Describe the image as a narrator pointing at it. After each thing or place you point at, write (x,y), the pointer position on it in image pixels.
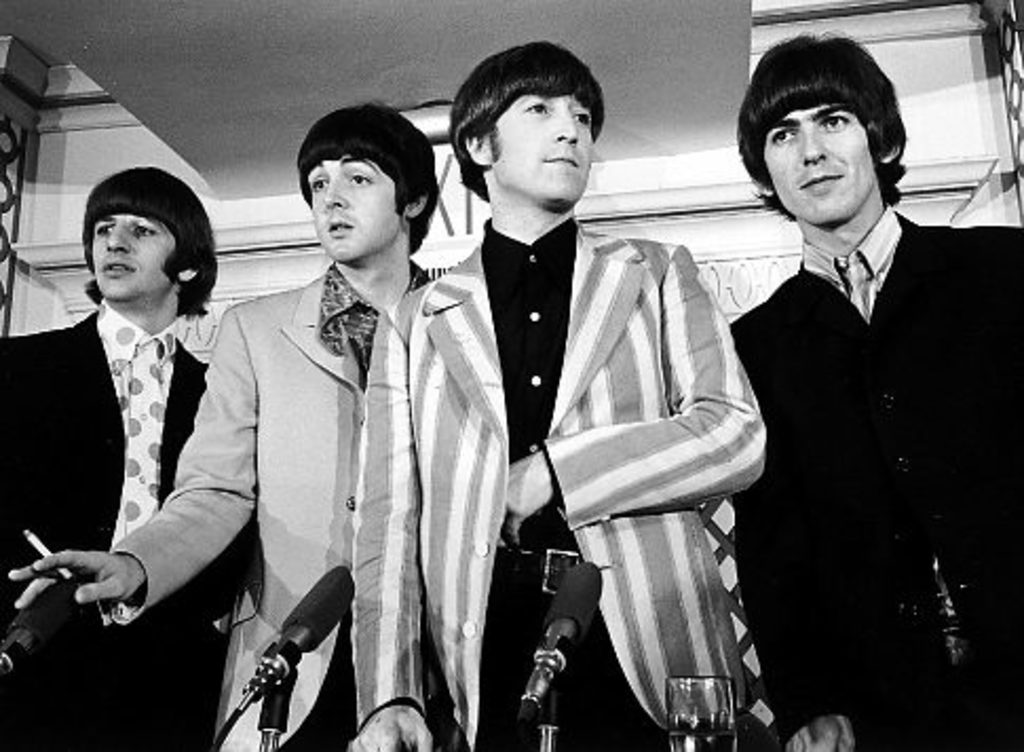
In this image, we can see four people (399,462) are standing. Here a person (258,443) is holding a cigarette (48,554). On the right side (858,453), we can see a man (820,182) is smiling. At the bottom (565,600), we can see microphones (550,671) with stands (267,751) and wires (533,720). There is a glass (698,718) with liquid (704,742). Background (696,168) we can see a wall (696,155) and grills (20,185).
